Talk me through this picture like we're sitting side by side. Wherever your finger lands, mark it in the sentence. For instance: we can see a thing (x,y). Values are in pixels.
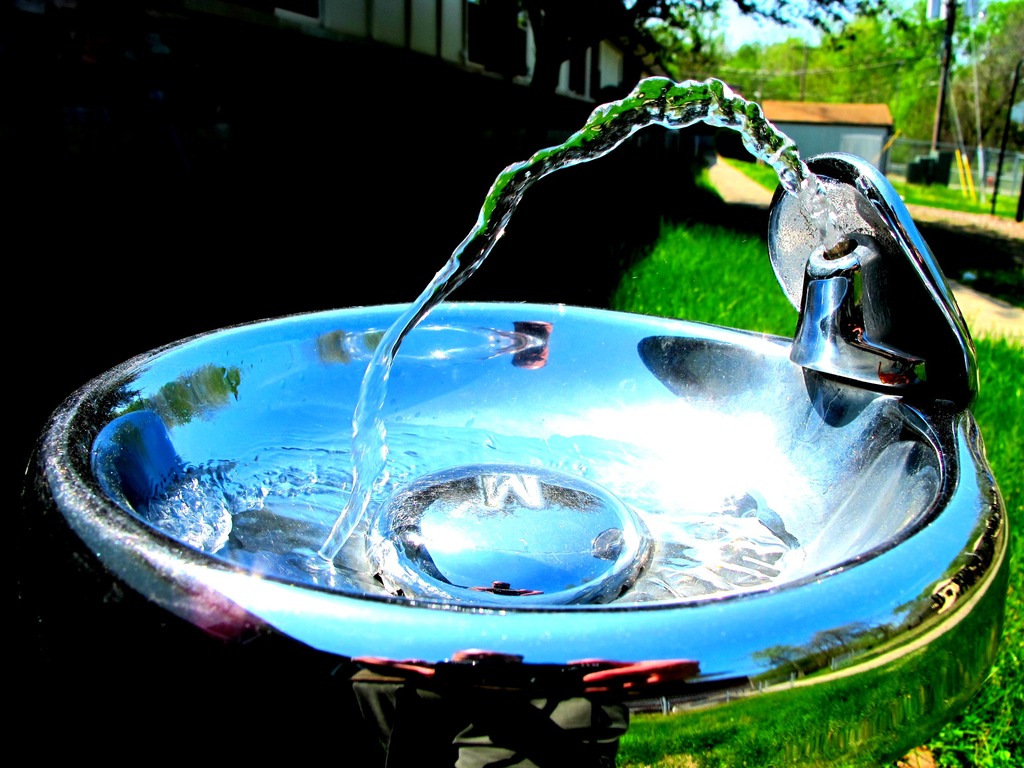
In front of the image there is a sink (703,348) and we can see water (606,450) coming from the tap (964,360). At the bottom of the image (960,752) there is grass (650,282) on the surface (649,279). In the background of the image (522,17) there are trees (969,77), buildings (522,33), poles (1011,86). There is a metal fence (1010,181). At the top of the image (835,13) there is sky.
